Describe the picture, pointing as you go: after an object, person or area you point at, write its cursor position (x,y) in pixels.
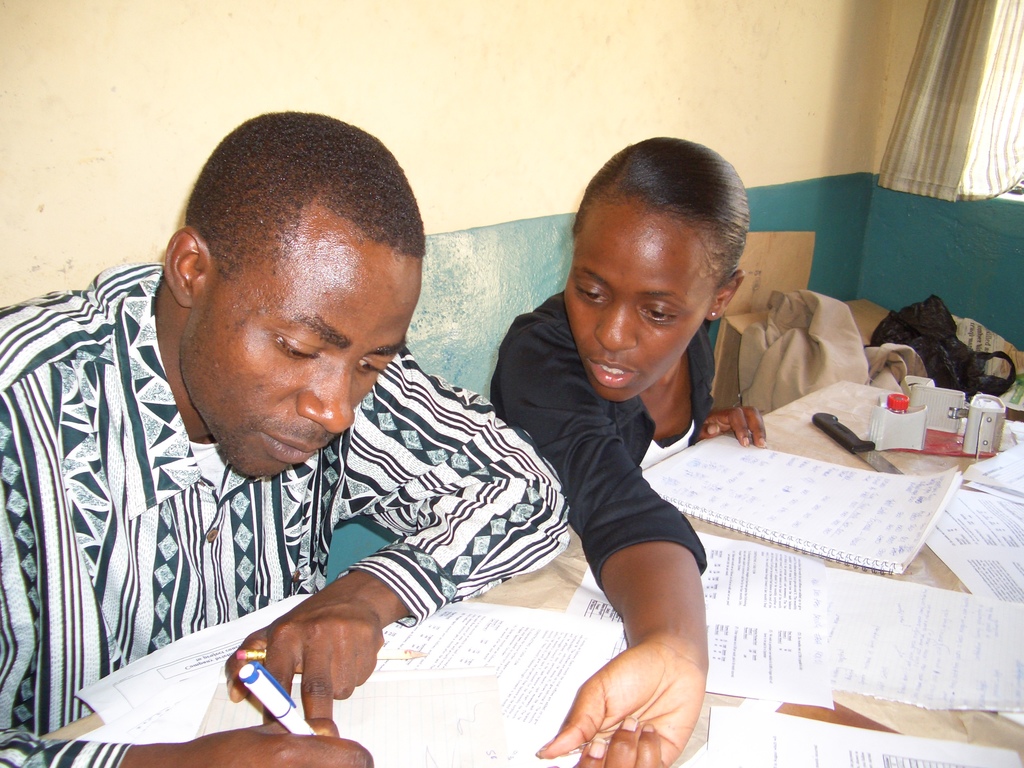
To the left corner of the image (134,587) there is a man (137,496) with a designer shirt (75,475). Beside him there is a lady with black dress (556,305) is sitting. In front of them there is a table (814,451) with papers (981,669), books (820,531) and a few other items (917,420) on it. Beside the lady (700,406) to the right side (784,296) there are few items (889,337). And to the top right corner of the image (915,87) there is a curtain (944,142). And in the background (733,68) there is a wall (795,133) with white and green painting (811,214) on it.
